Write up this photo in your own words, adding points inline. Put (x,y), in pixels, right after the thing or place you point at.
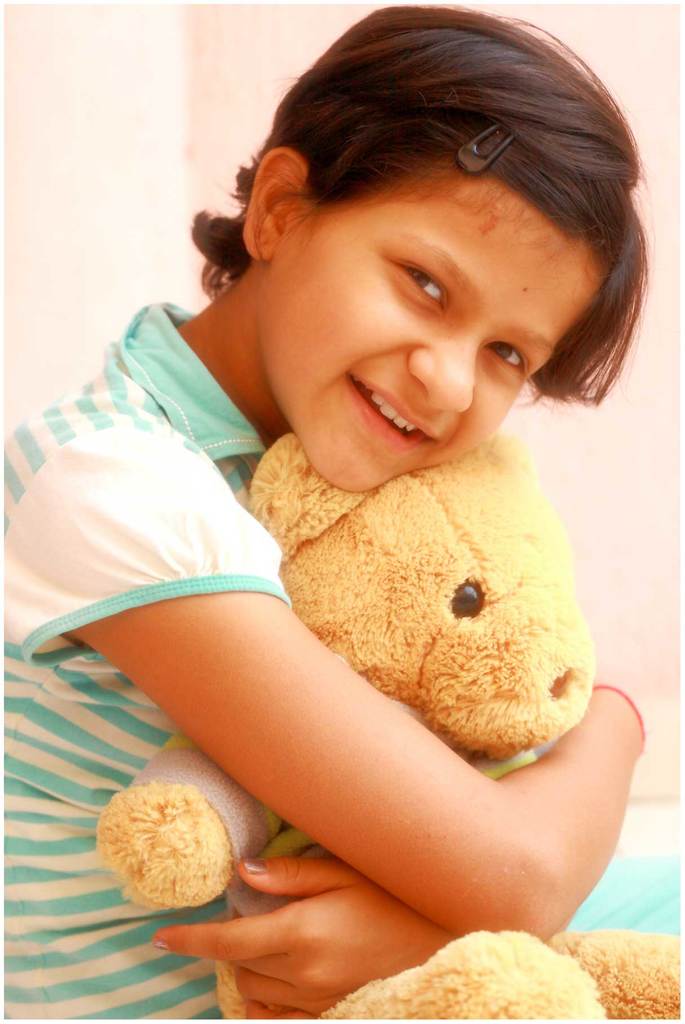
In this image we can see a girl (500,244) holding a toy (504,957) and posing for a photo and we can see the wall (147,32) in the background (597,7).
